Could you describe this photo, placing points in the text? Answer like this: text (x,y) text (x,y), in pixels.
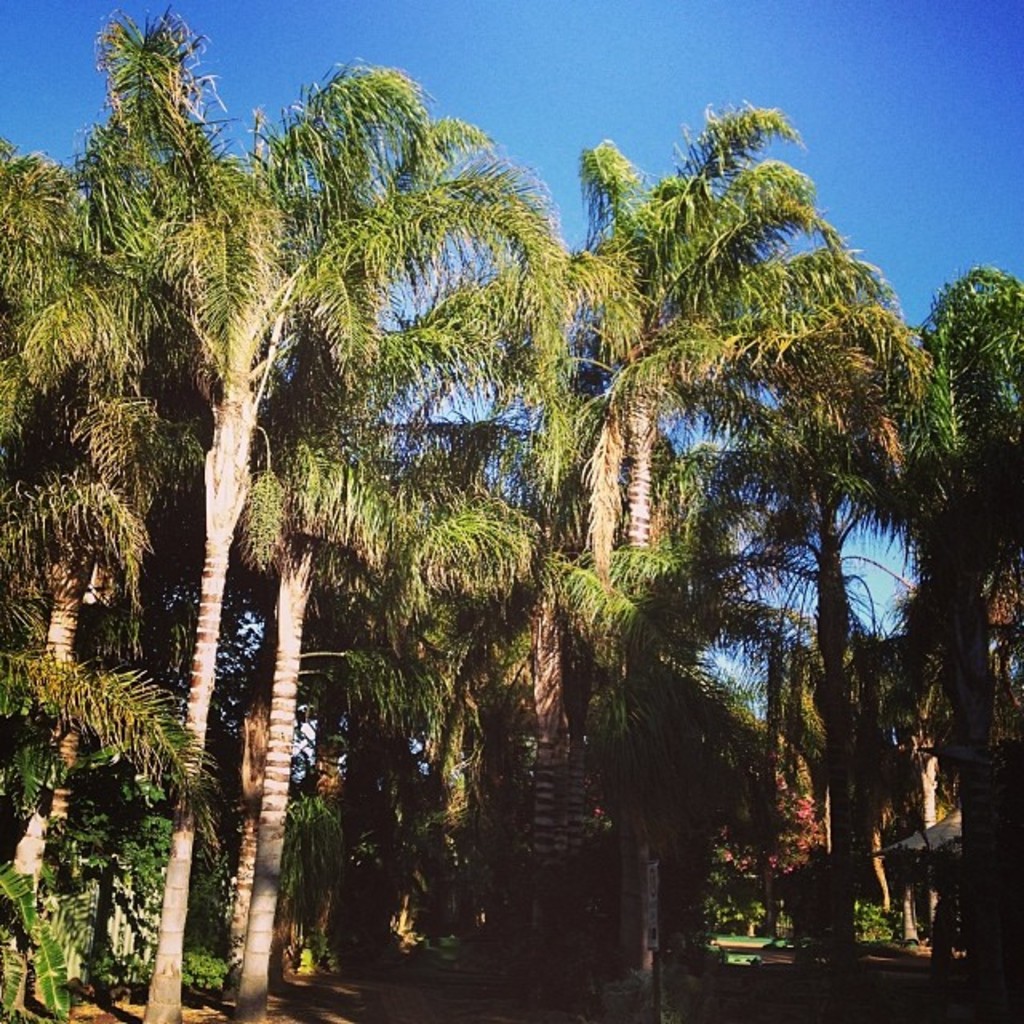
This picture might be taken from outside of the city. In this image, we can see few palm trees (433,558). On the top (911,74), we can see a sky (887,174).
